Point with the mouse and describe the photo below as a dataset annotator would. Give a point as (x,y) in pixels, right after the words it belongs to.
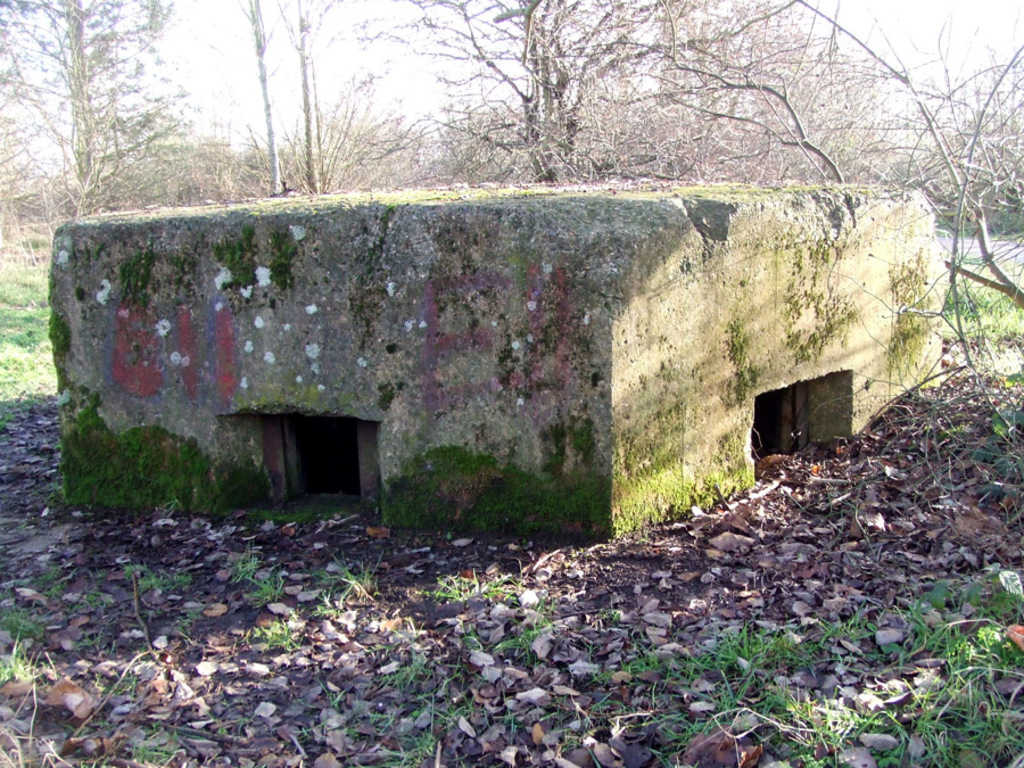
In the foreground of this image (447,410), there is a cement structure (450,341) in the middle of the image (485,380). In the background (596,146), there are trees (309,107) and the sky (221,90).
